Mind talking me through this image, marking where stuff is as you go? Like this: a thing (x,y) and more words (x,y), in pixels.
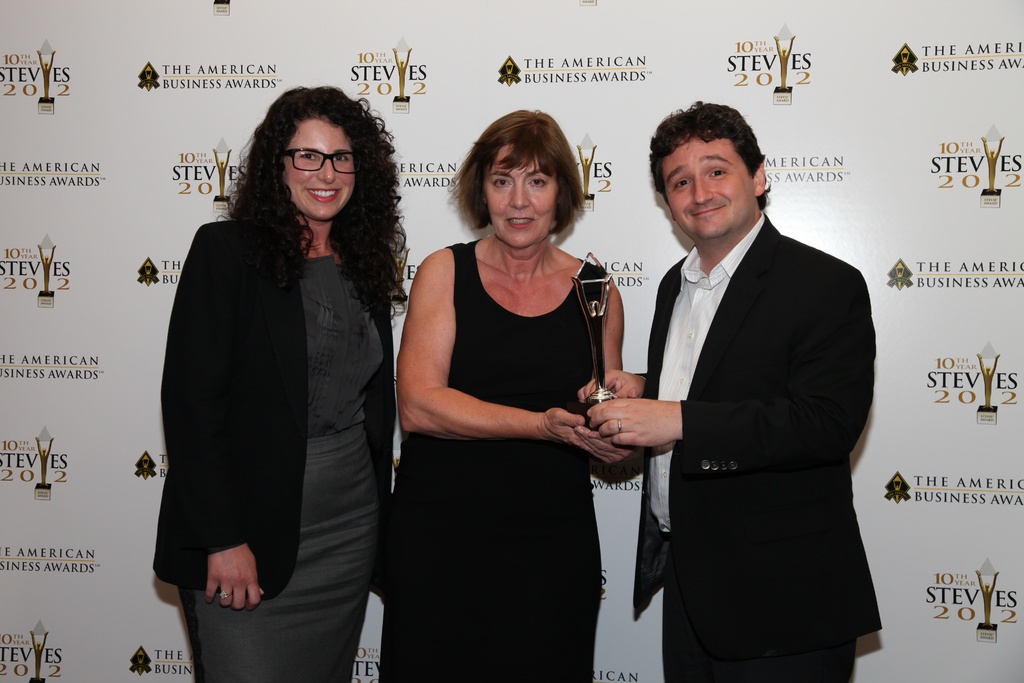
In this image we can see three persons (488,349), two of them are holding a trophy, behind them there is a board (828,236) with text (958,380) and image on it.
